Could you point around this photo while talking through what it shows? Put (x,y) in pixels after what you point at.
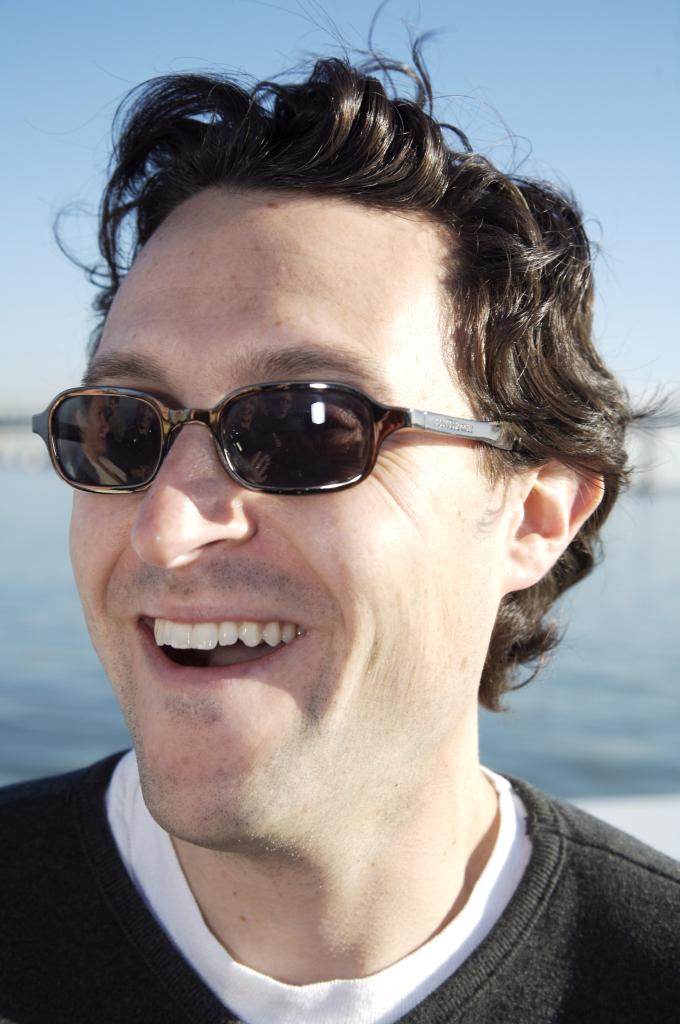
This is a zoomed in picture. In the foreground (91,933) there is a man (546,958) wearing a black color t-shirt (461,985), goggles (330,438), smiling and seems to be standing. In the background (652,178) we can see the sky (639,167) and a water body (605,653).
